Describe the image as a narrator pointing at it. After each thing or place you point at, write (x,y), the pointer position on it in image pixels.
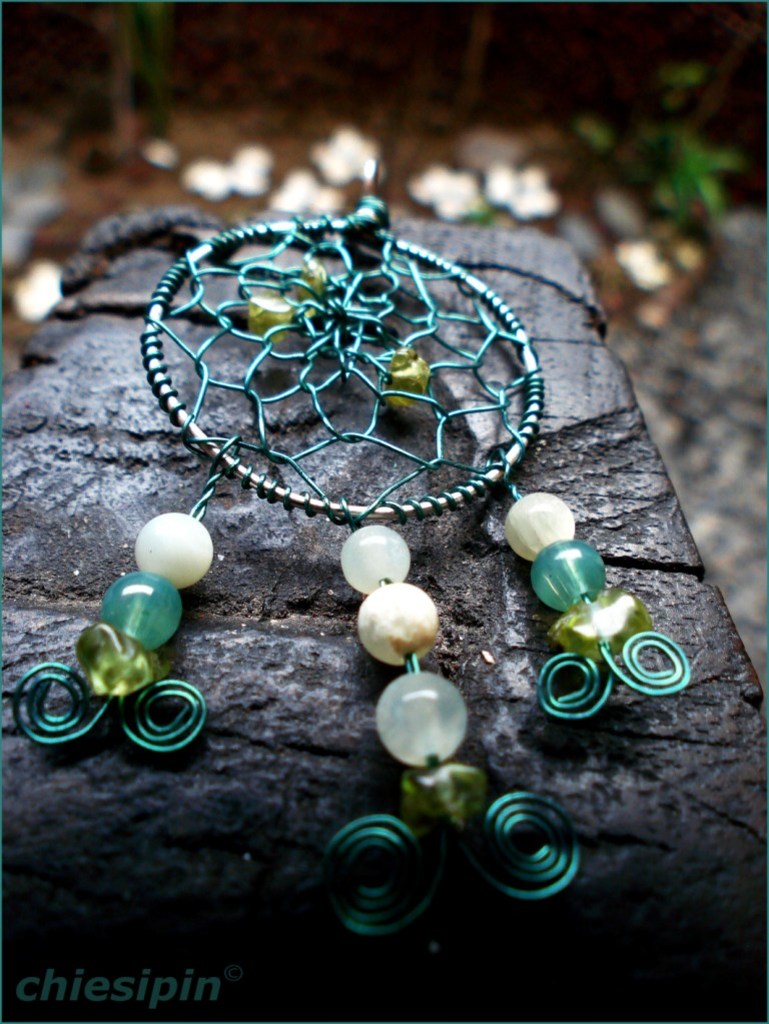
In this picture we can see a hanging showpiece (276,325), on the right side (671,117) there is a plant (669,149), we can see a blurry background (123,93), there is some text (158,987) at the left bottom (61,985).
